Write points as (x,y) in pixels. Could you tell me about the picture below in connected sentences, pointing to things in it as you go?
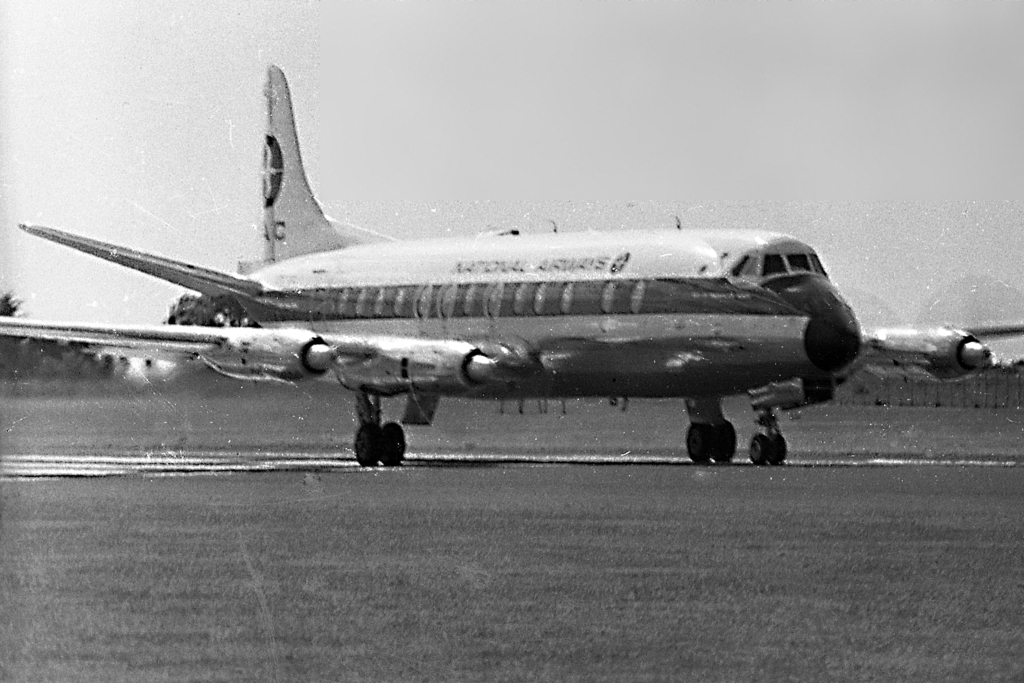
In this image I can see an aircraft (487,365) on the road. In the background (20,371) I can see many trees (62,367) and the sky (534,158).
